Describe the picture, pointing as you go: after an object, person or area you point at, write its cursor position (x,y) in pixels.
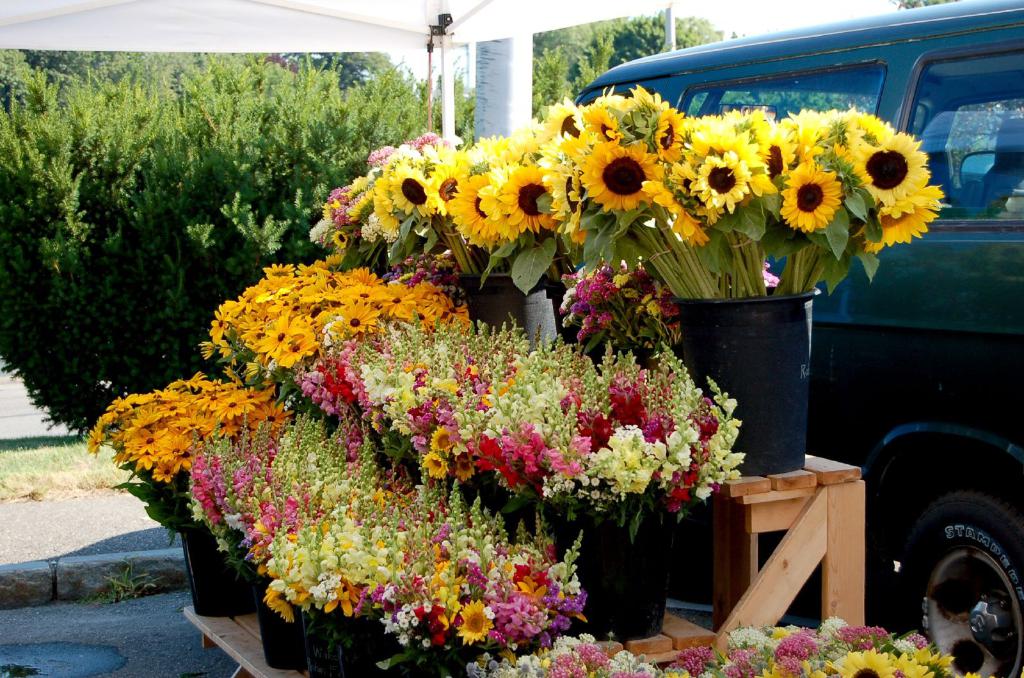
At the center of the image (495,383) there are some flower pots (487,478) arranged on a wooden table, beside that there is a tree (185,170). In the background (1002,485) there is a car (875,79).
